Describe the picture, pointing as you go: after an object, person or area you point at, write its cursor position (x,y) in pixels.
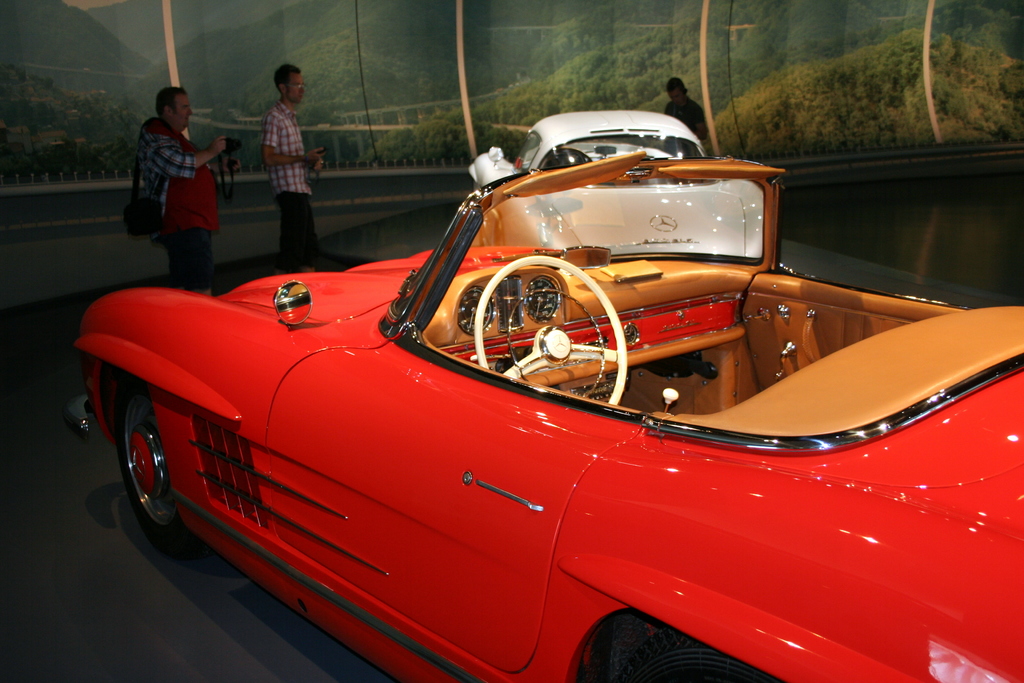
In this picture we can see two cars (613,228) in the front (647,149), there are three persons (678,108) standing in the middle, a man (168,170) on the left side (217,171) is holding a camera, in the background (615,50) it looks like a cloth (598,31), there is picture (448,66) of scenery (493,53) on the cloth (323,42).
